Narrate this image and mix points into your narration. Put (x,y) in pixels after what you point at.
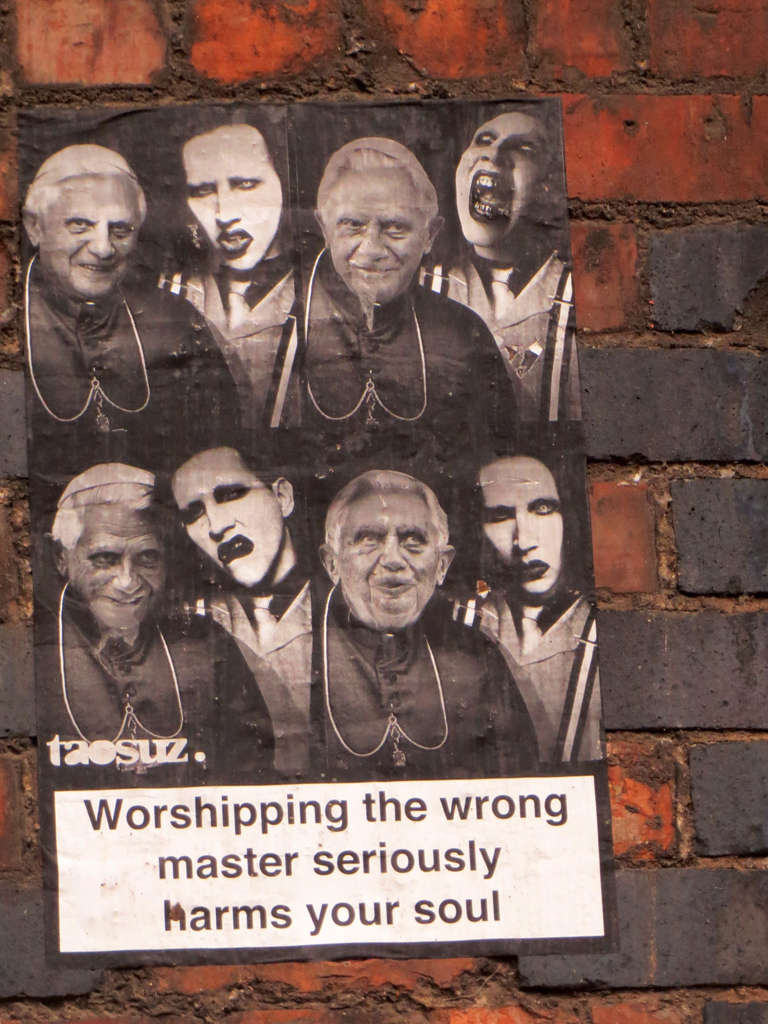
In this picture we can see a poster (449,680) on the wall (637,520).
